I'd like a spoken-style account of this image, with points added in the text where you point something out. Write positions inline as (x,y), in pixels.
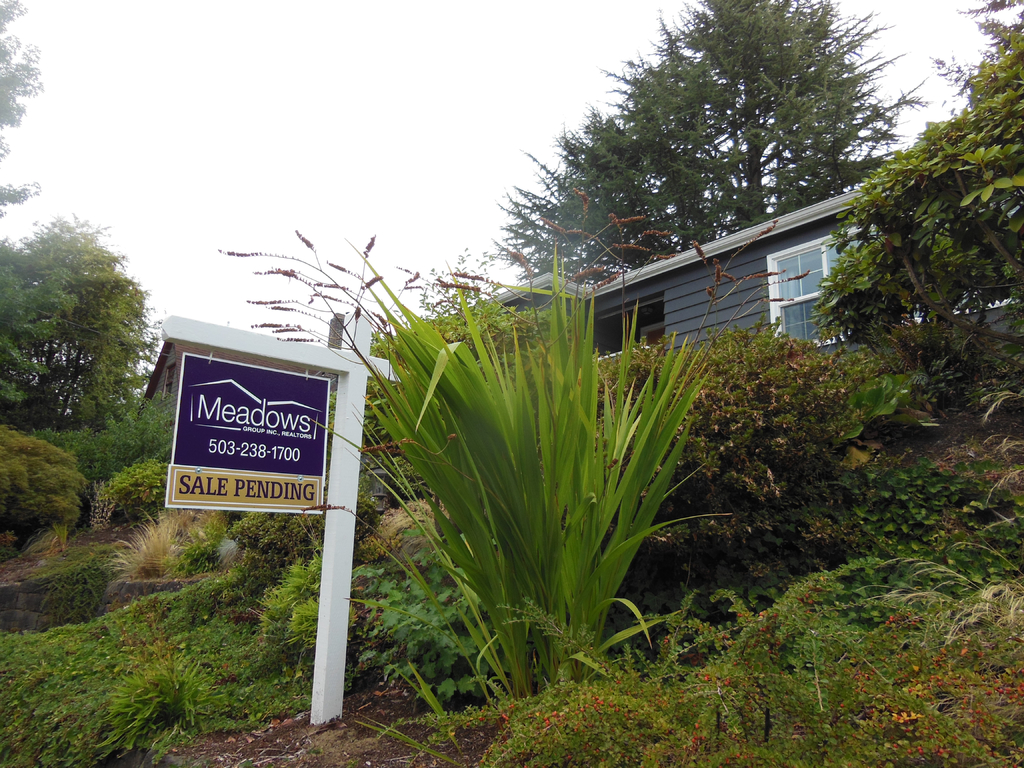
In the image we can see there are plants (419,572) and trees (78,231) and there is a building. There is a banner (222,485) on which it's written "Meadows".
